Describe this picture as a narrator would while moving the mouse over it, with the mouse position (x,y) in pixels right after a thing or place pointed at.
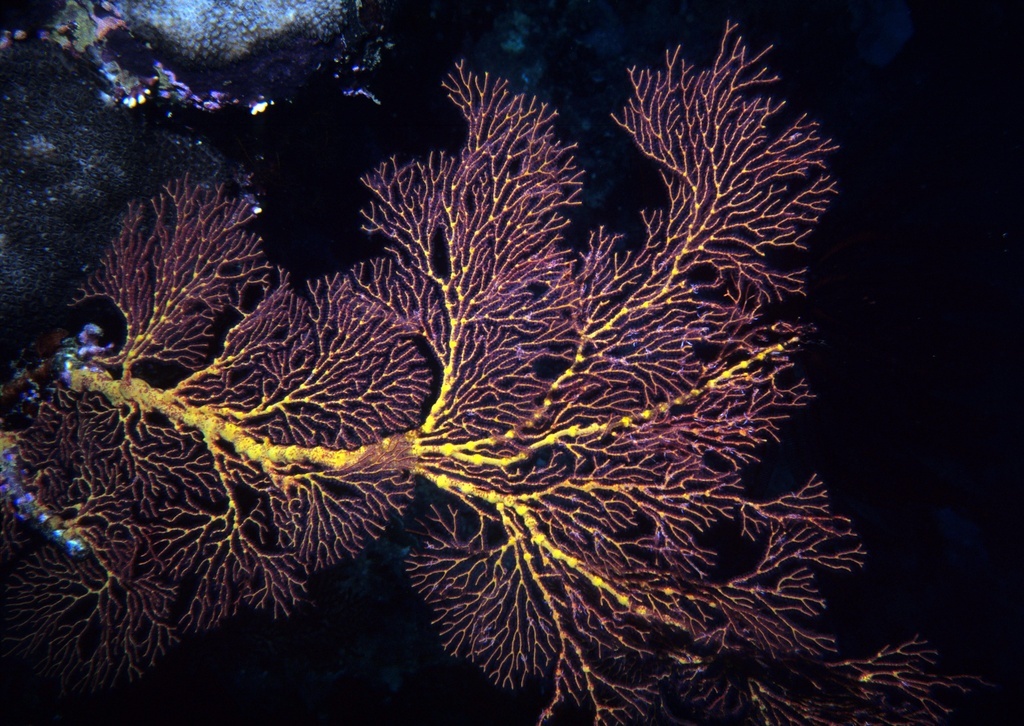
In this image we can see a plant (360,529) and in the background (109,152) on the left side (106,245) there are objects (79,278) and on the right side (845,181) the image is dark.
